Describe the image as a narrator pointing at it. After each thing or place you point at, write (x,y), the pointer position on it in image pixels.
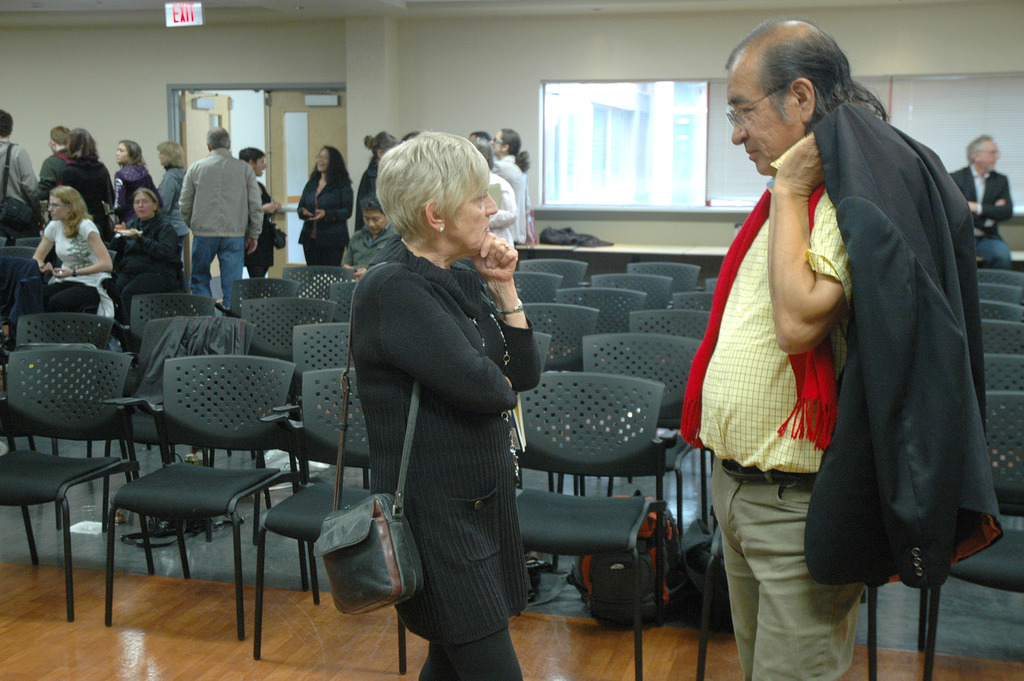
This picture shows few people (334,211) standing and few (66,204) are seated on the chairs (109,367) and we see bags (617,564) and we see a woman (370,330) and a man (767,318) speaking to each other and we see man (816,183) holding a coat (880,297) in his hand (796,197) and women (410,317) wore handbag (347,387) and we see window (668,107) and a sign board (176,9) to the roof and we see empty chairs (330,453).
